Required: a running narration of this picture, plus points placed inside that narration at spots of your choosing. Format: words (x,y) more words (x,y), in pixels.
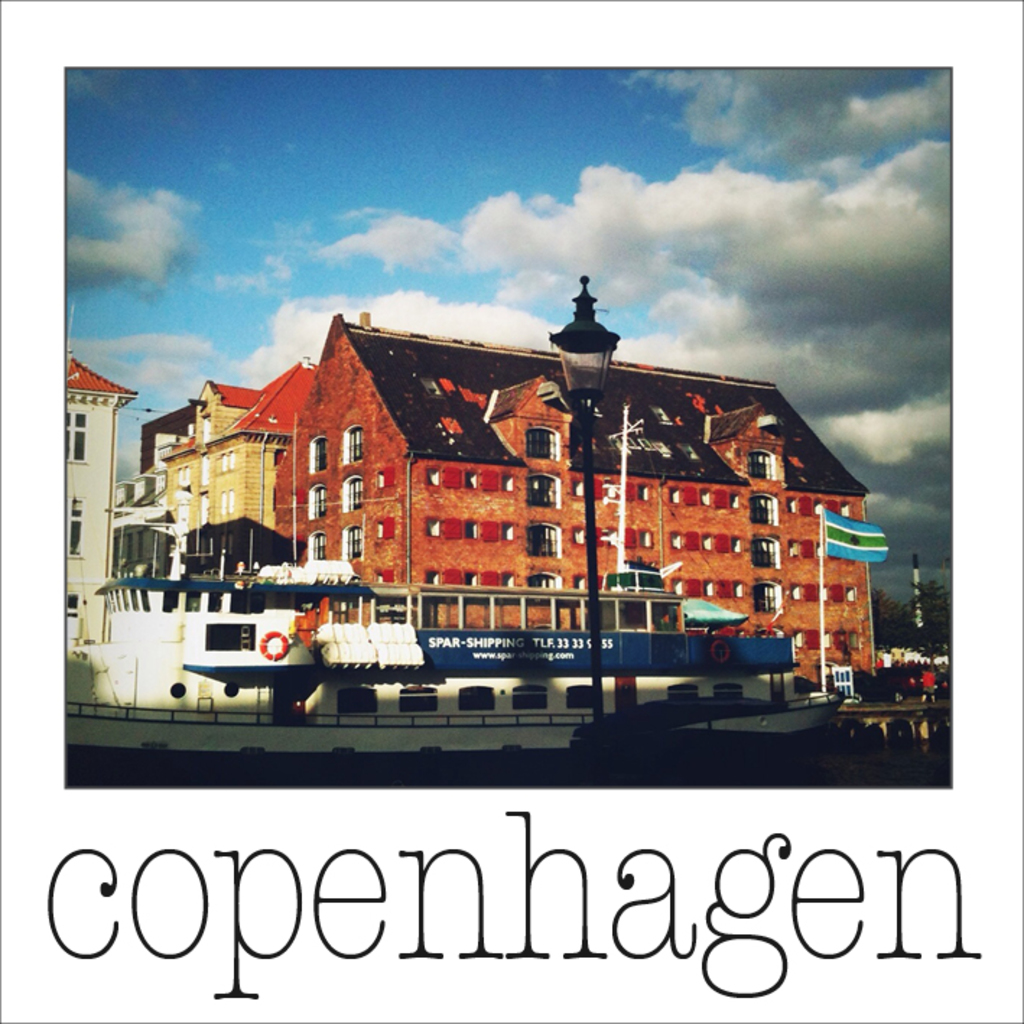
This is an edited image. In the center (515,413) we can see a lamp post (602,347), flag (846,518), buildings (508,494), ship (588,664) and tree (922,634) and many other objects (906,661). In the background (414,163) we can see the sky (336,254) with the clouds (816,353). At the bottom (443,906) we can see the text (900,889).
